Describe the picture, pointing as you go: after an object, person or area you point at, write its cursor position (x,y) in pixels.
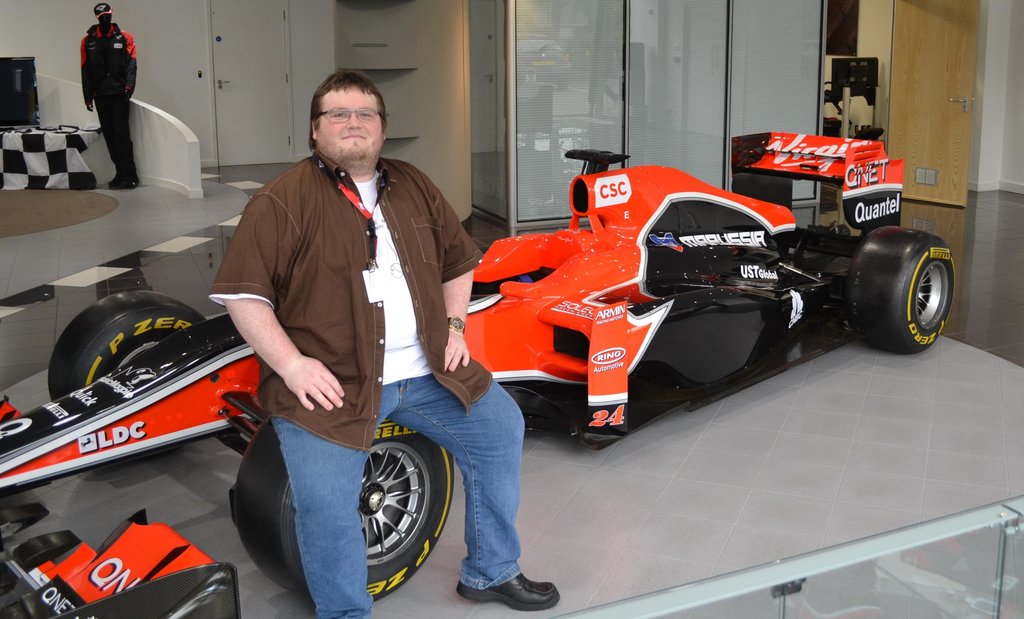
In this picture we can see a man (332,494) wore a spectacle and smiling, vehicles (501,254) on the floor (699,416), id card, mannequin (118,160), cap (97,1), jacket (106,46), television (29,95), cloth (21,160) and in the background (499,142) we can see doors (247,72), wall (443,90) and some objects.
